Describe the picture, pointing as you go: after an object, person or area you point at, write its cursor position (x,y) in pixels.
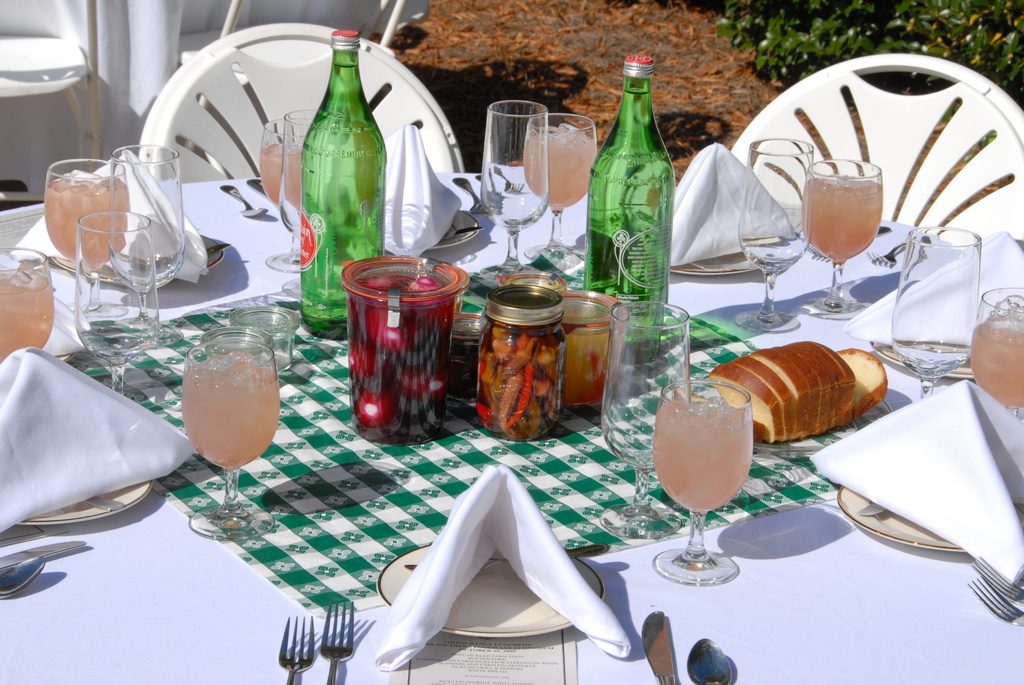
I can see in this image table (285,602) with white color, on the table (321,393) we have few glass bottles (338,228), glasses (73,175) and other objects (500,292) on it. Beside the table (173,589) we have two chairs (860,106).
